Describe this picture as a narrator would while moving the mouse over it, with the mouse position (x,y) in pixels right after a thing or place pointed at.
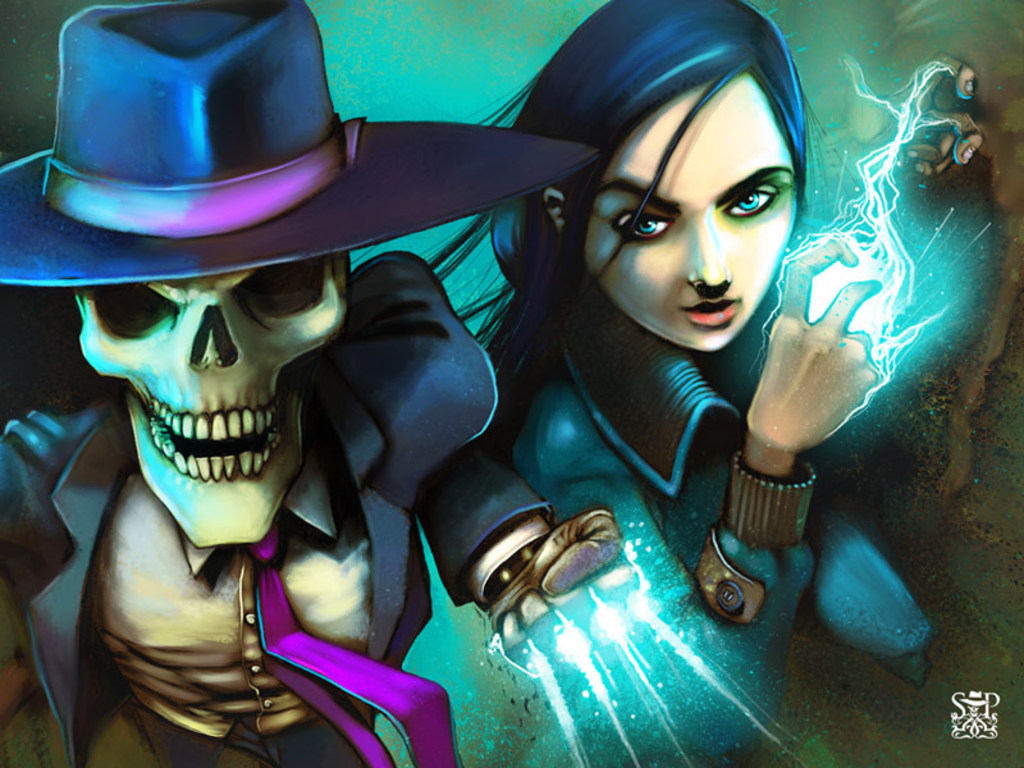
In this image I can see an animated picture and I can also see a skeleton (295,460) and a hat (294,131) in blue color, and the background (437,62) is in green color.
